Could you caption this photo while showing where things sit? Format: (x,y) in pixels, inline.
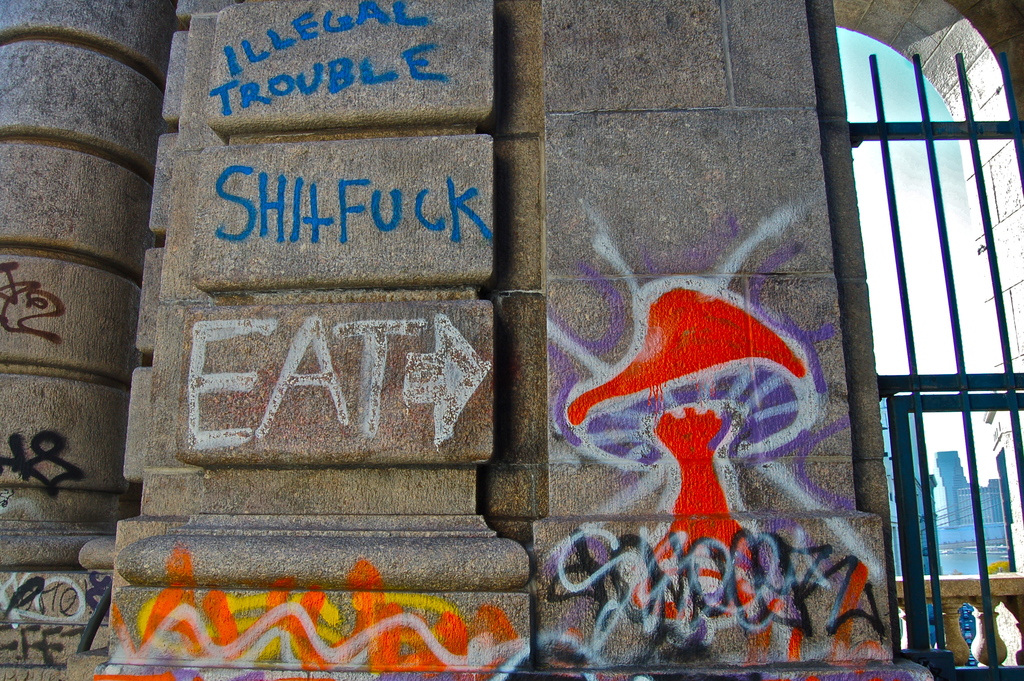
This is the wall (583,497). I can see the paintings (443,340) and letters (348,413) on the wall (461,603). I think this is an iron gate (944,398). This looks like an arch (965,30). In the background (961,497), I can see the buildings (952,495).
